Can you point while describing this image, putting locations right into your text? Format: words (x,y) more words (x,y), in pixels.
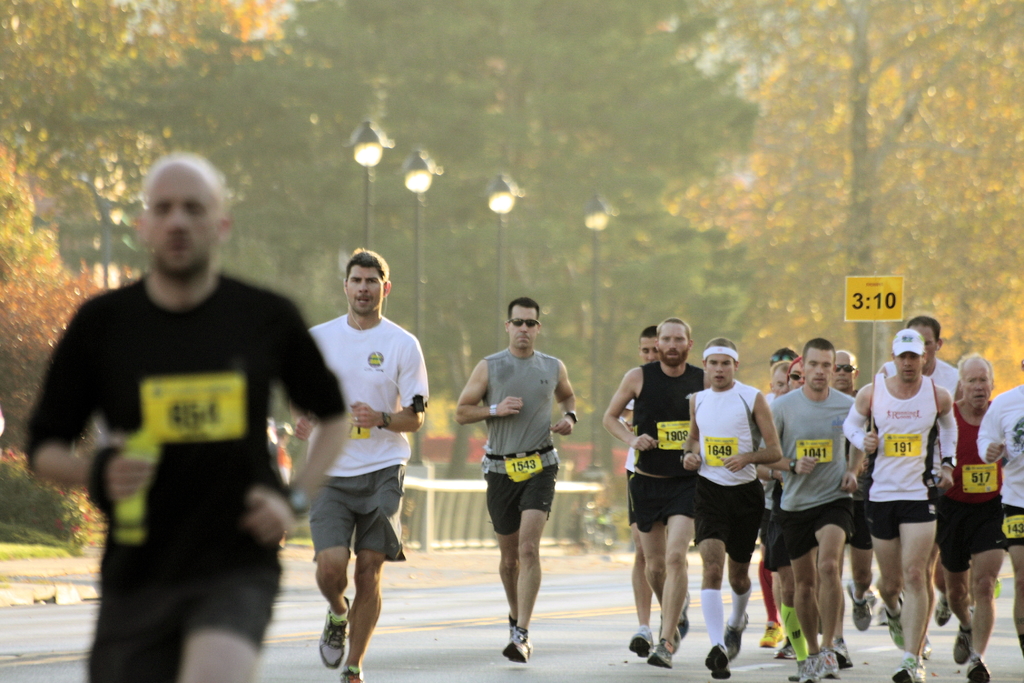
In the image we can see there are many people (268,421) running. They are wearing clothes (761,509), socks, shoes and some of them are wearing goggles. Here we can see the road (588,633), light poles (374,138) and trees (744,143). We can even see the background (888,182) is slightly blurred.
